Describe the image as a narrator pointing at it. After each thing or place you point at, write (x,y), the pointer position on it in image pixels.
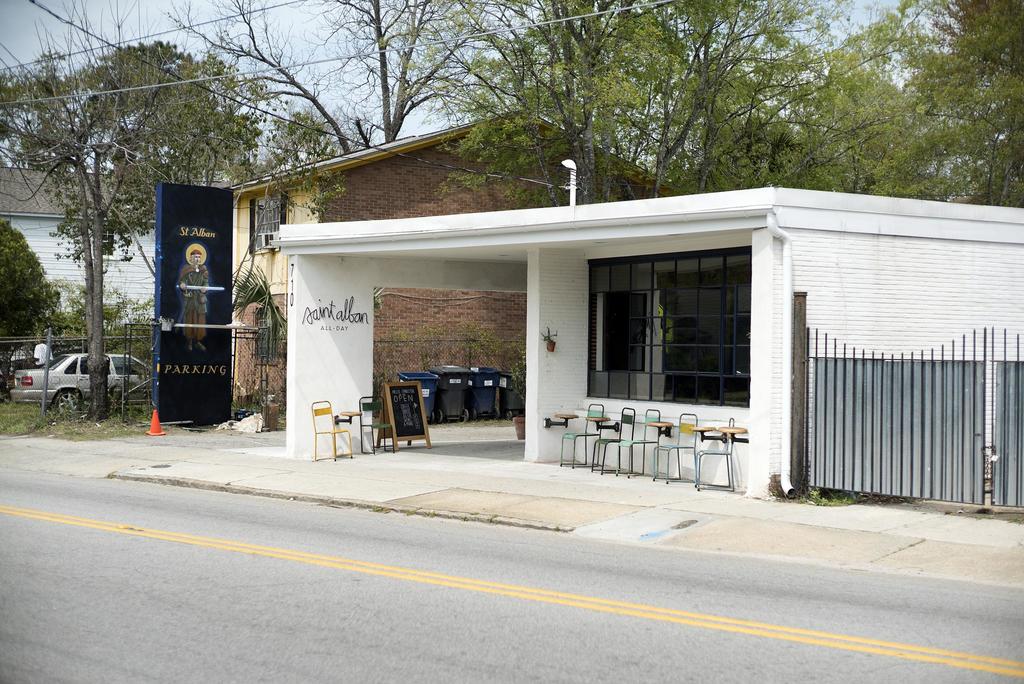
A restaurant (573,240) by the side of road (167,531) with some tree (685,60) in the background (494,164).
